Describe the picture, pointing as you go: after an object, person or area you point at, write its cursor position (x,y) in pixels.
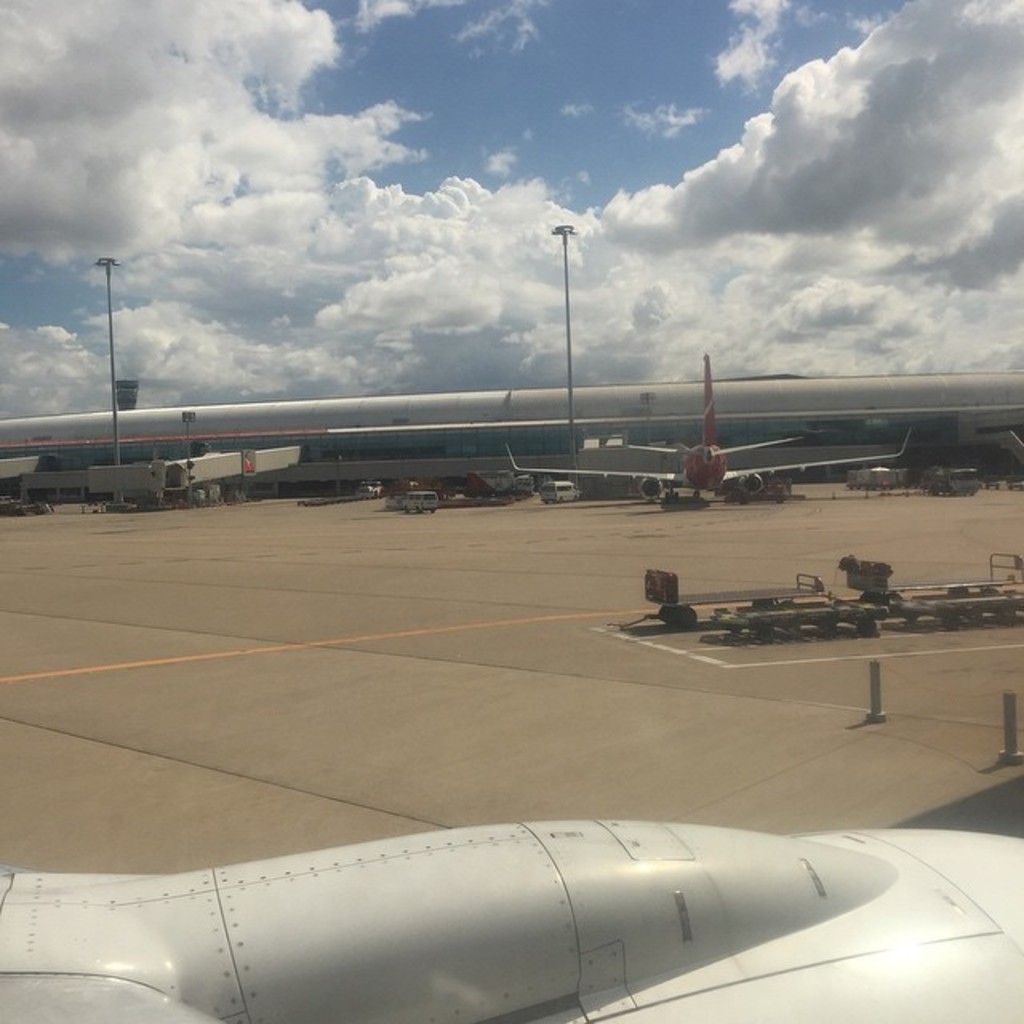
This is an outside view. At the bottom (353,959) there is a vehicle (542,926). On the right side (886,616) there are few objects (809,619) placed on the ground (765,677). In the background (675,480) there is an aeroplane (675,453) and few vehicles (569,496) and also there are few poles (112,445). In the background (293,413) there is a roof (372,405) which seems to be a shed (828,396). At the top of the image (550,75) I can see the sky (353,22) and clouds (128,111).
